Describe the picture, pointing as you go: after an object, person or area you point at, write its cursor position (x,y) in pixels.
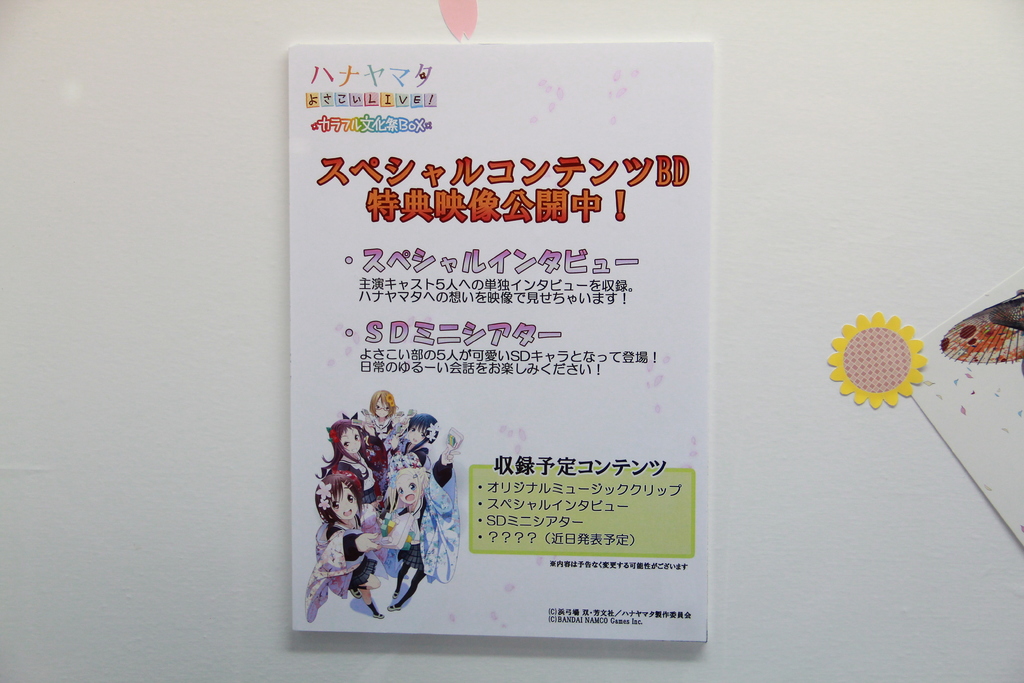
In the middle of the image (536,344) we can see a poster (669,304) on the wall (810,214), in the poster (568,344) we can see some text (477,372) and cartoon images (403,454).
